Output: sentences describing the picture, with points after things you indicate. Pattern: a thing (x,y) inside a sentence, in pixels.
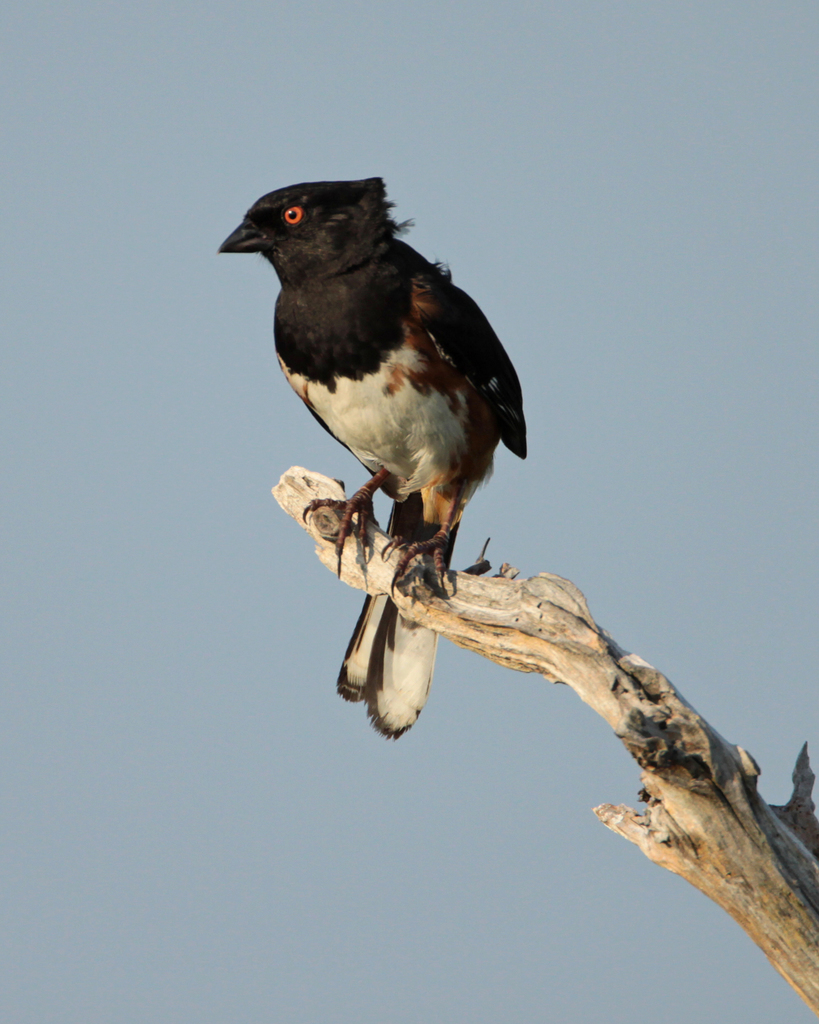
In this image, I can see a bird (425,497) on a branch (683,794). In the background (379,837), there is the sky (363,129).
